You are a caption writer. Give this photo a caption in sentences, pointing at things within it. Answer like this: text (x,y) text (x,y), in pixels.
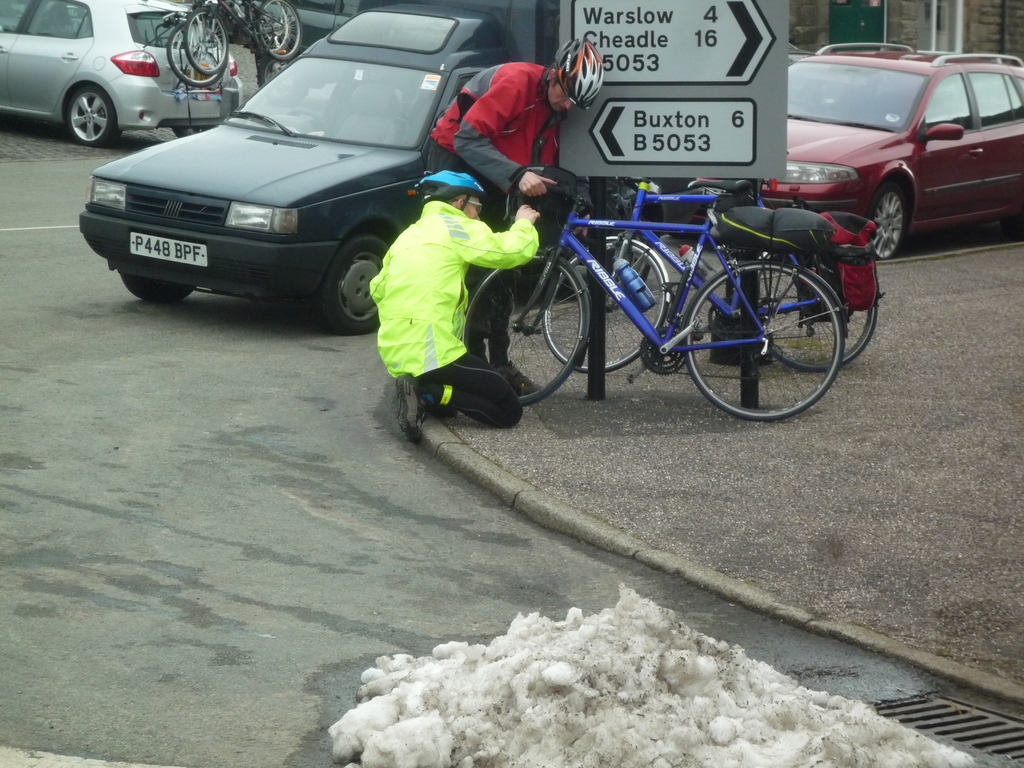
In this picture I can see the road (275,504) in front (242,451), on which there is white color thing (525,664) and I see number of cars (218,97) and I see 2 cycles (216,43) attached to a car (132,44) on the left top corner of this image (194,33). On the right side of this image (906,375) I can see the path (647,386) on which there are 2 cycles (693,251), 2 persons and a board (667,107) on which there is something written.
